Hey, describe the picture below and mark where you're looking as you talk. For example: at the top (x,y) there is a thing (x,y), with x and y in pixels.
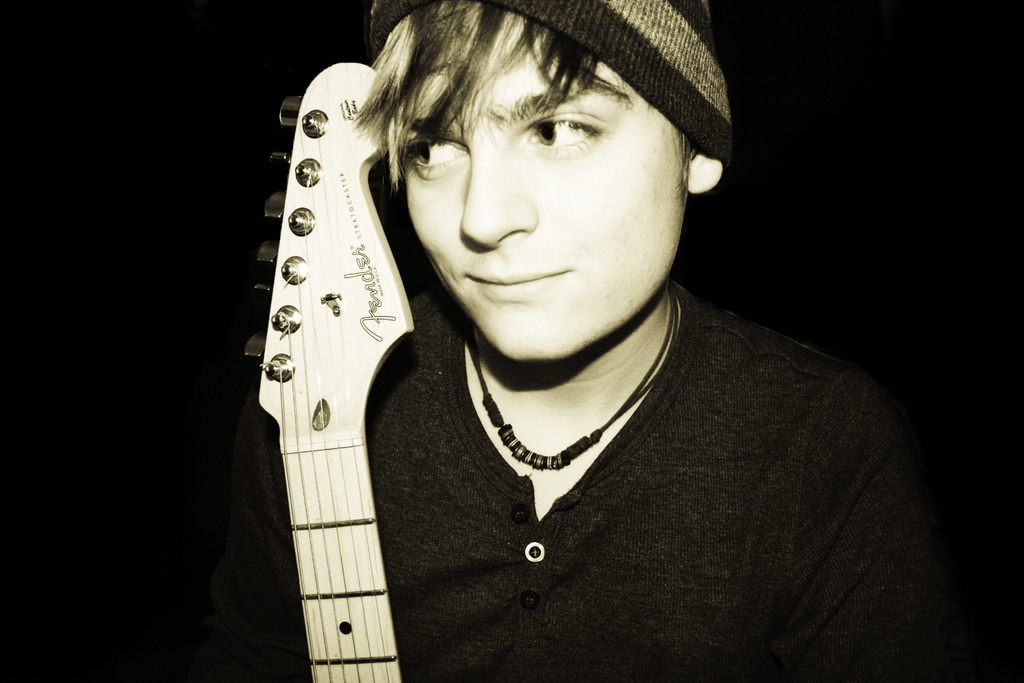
This is a picture it is in black and white, this is a man (623,487) in black t shirt (620,509) holding a guitar (326,379) and wearing a hat (601,47). Background of this man (538,207) is in black color.
